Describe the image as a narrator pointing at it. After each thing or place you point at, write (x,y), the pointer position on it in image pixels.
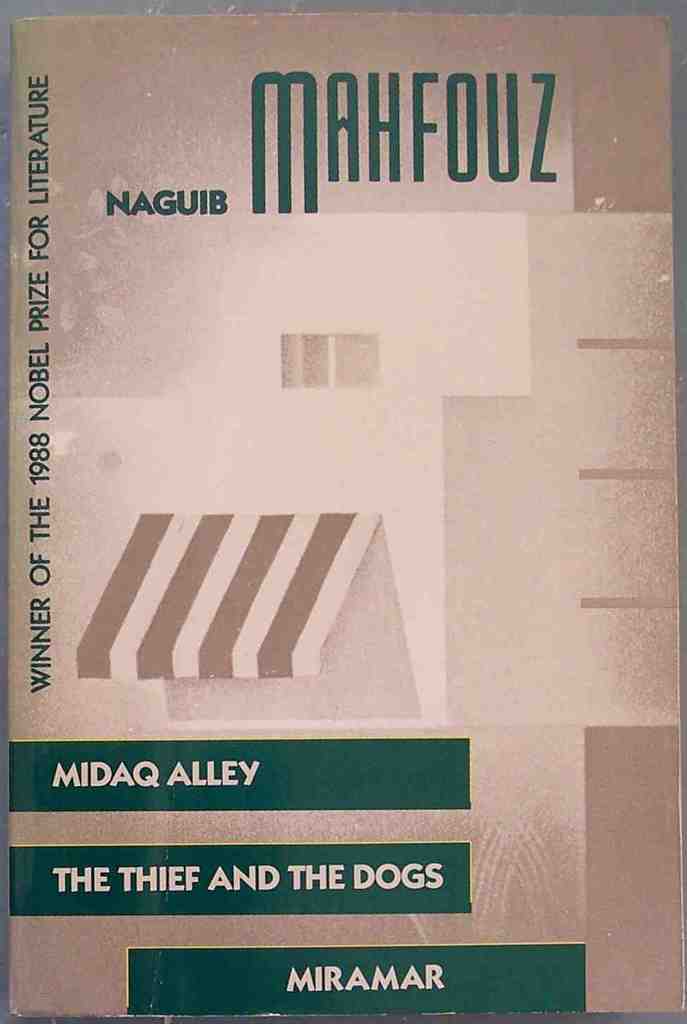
In this image I can see the cover page (264,372) of the book (294,388). It is in brown and cream color. I can see something is written on the book (198,735). And the text (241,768) is in green color.
